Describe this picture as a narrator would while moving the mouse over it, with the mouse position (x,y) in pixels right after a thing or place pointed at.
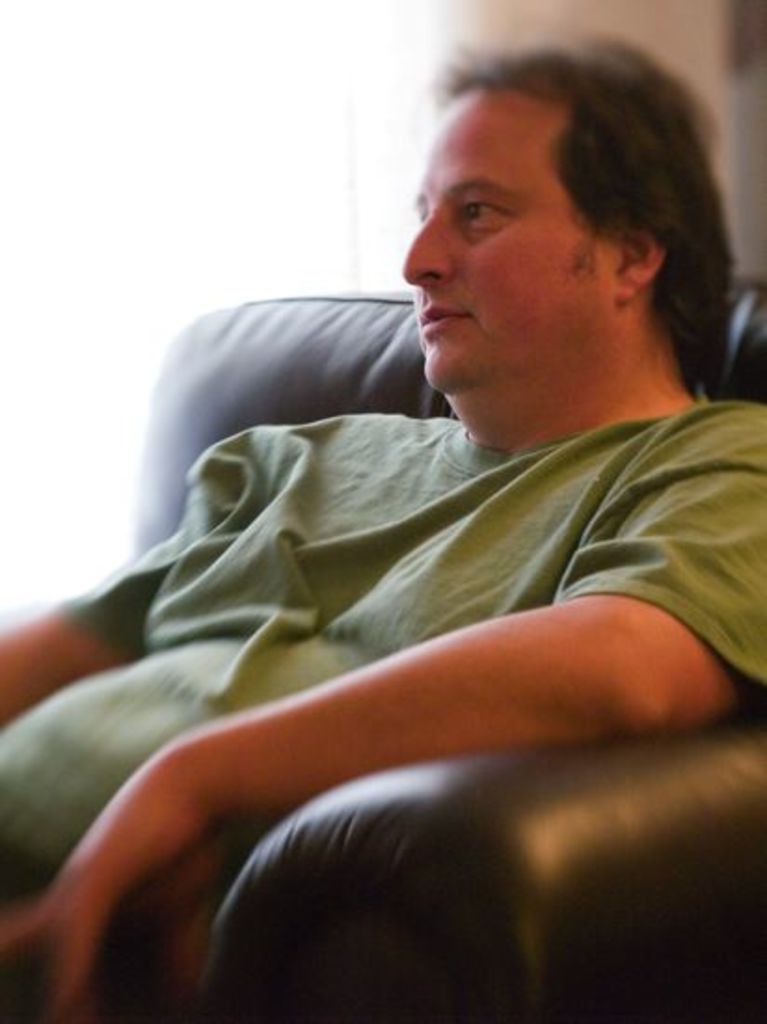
In this image there is a person (348,461) sitting on the sofa (413,768).
